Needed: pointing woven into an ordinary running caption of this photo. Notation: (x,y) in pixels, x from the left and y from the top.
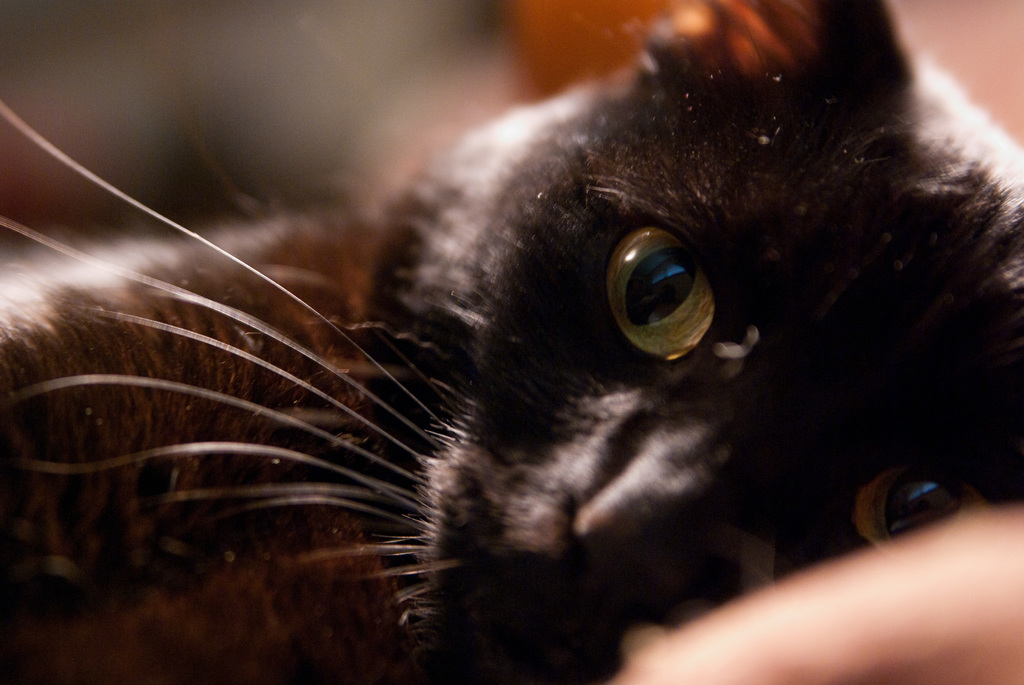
In this image there is a black color cat (547,435) as we can see in middle of this image (559,336).
